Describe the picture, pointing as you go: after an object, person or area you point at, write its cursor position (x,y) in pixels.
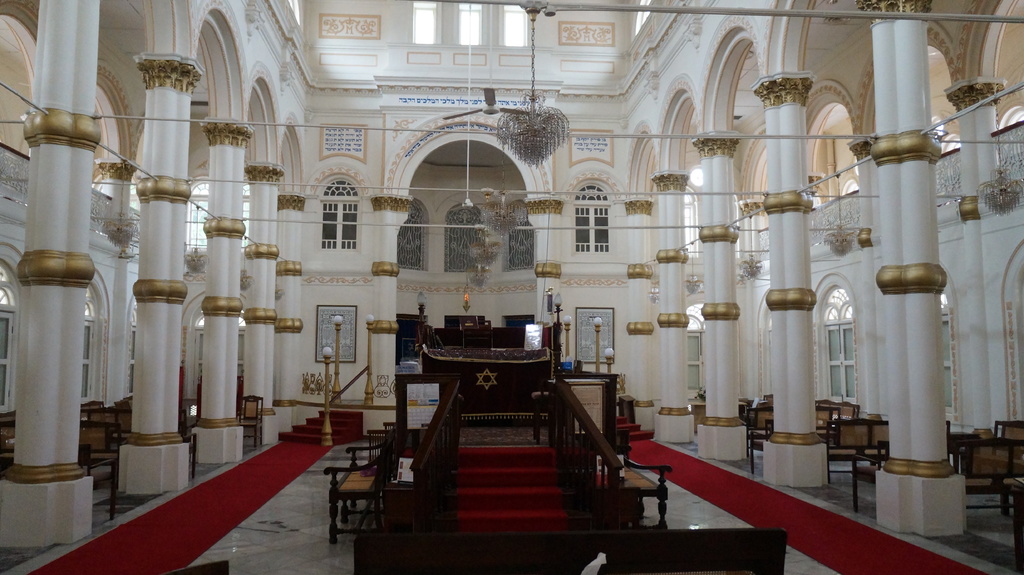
This is the picture of a building (612,328). In the foreground (553,450) there is a staircase (473,476) and there are chairs (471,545) and there are objects (537,329) on the table (548,355) and there are lights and there frames (608,315) on the wall (610,285). At the top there are chandeliers (486,247). At the bottom (763,505) there are red carpets (750,515) on the floor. On the left (101,404) and on the right side of the image (849,334) there are chairs (102,413) and there are windows (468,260).
